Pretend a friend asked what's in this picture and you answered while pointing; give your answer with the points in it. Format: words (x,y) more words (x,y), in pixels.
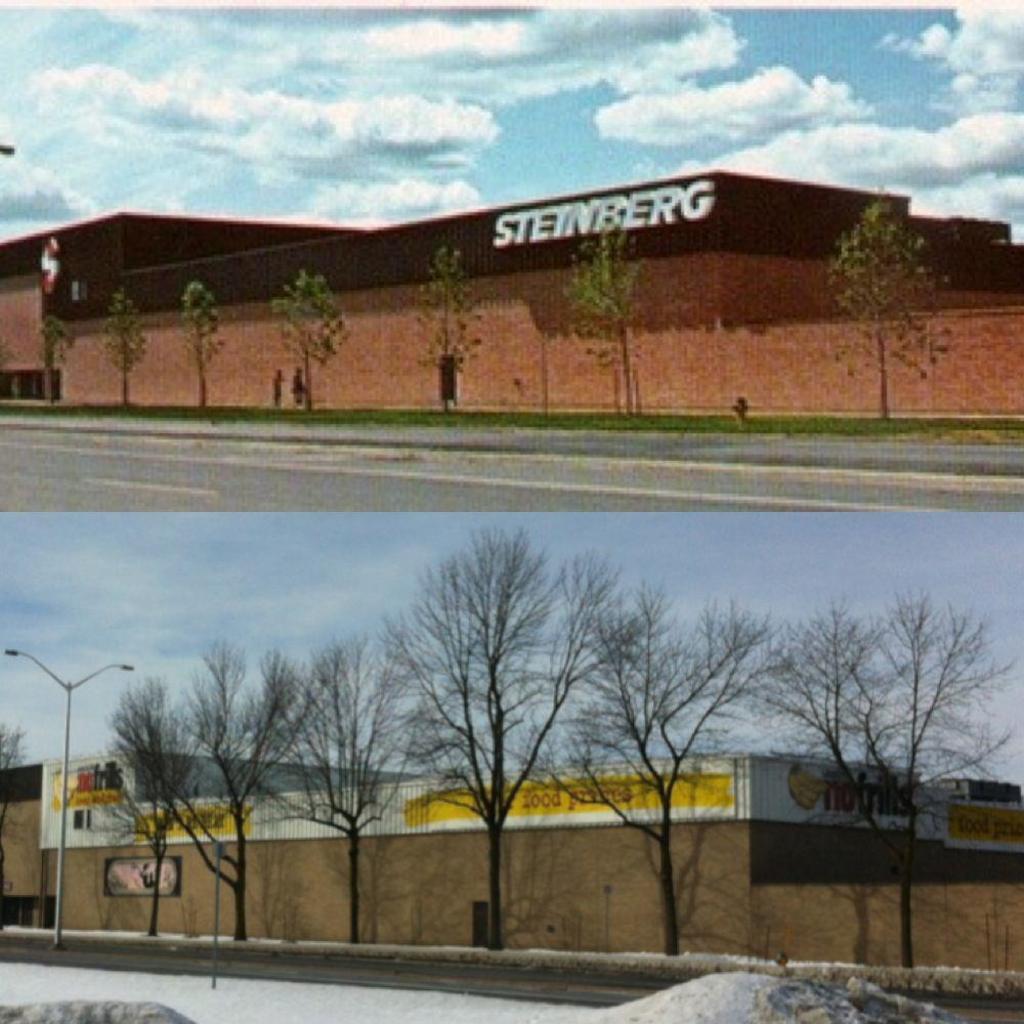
This is a collage. On the top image there is a road (235,469). And a building (586,199) with name (633,208). Near to the building (393,337) there are trees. In the background (435,69) there is sky (475,104) with clouds (730,110). In the bottom (270,995) image there is snow (141,990) on the road (151,962). Near to that there is a light pole (64,801). Also there are trees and building (289,798) with names (571,796). In the background (789,590) there is sky (658,591).
